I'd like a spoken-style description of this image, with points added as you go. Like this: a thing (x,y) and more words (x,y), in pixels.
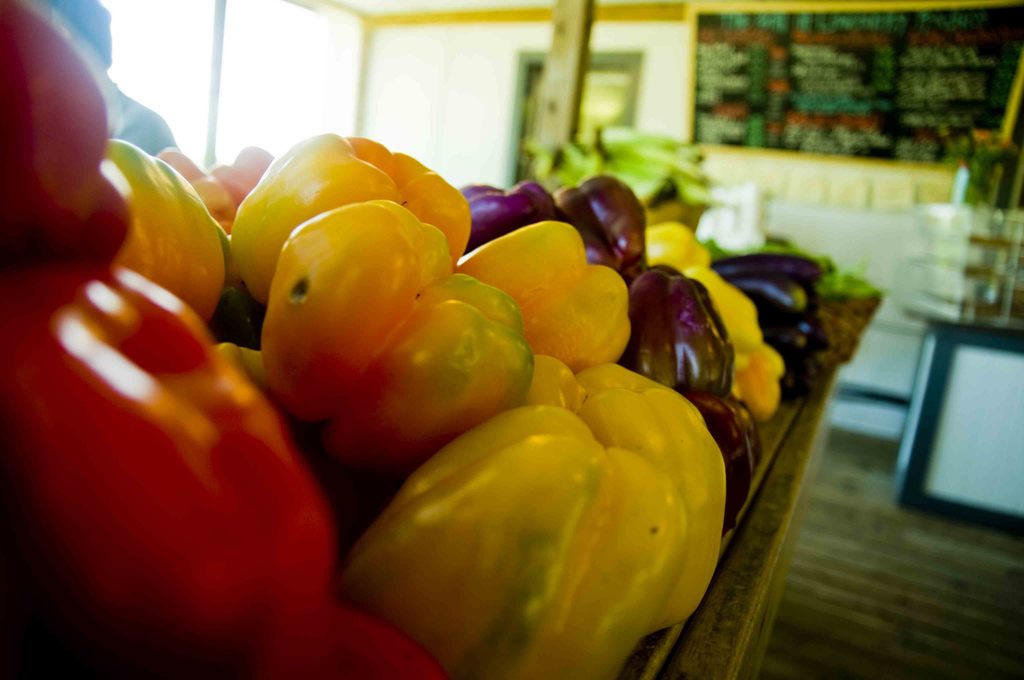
In this image we can see some vegetables (382,350) on the table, some of them are capsicums (386,518), brinjals (767,286) and other, in the background (421,56), we can see the wall (428,67), on the wall (450,68) there is a photo frame (702,95) and also we can see a person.
